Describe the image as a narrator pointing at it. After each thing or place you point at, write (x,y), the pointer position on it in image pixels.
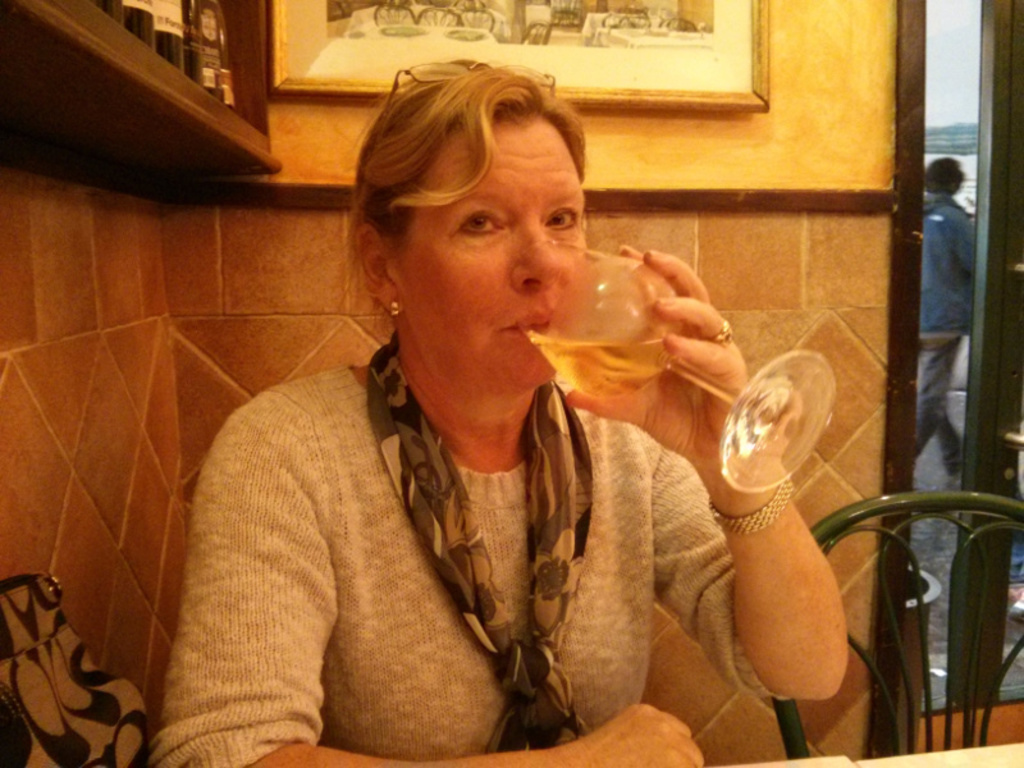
In this image, we can see a woman (314,517) sitting and she is drinking, there is a green color chair (971,654), in the background (939,270) we can see a person (939,283) walking.
